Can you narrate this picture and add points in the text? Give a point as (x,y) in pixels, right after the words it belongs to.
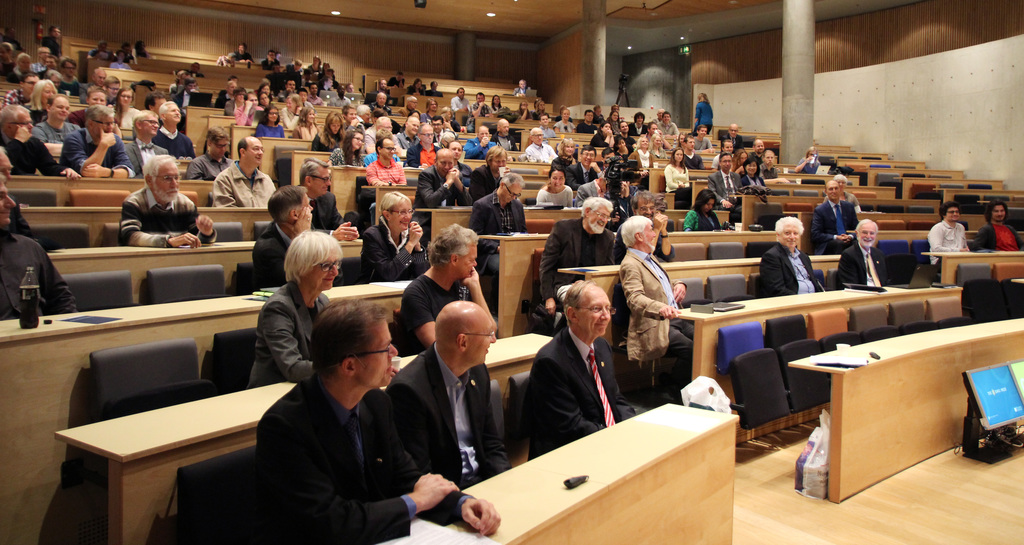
In this image there are group of people (295,81) sitting on the chair (724,249). At the top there are lights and at the back (796,40) there are pillars (799,23) and there is a camera (628,78) at the back (627,93). There is a bottle (24,287), laptop (207,98), papers (829,363) on the table (858,350).
